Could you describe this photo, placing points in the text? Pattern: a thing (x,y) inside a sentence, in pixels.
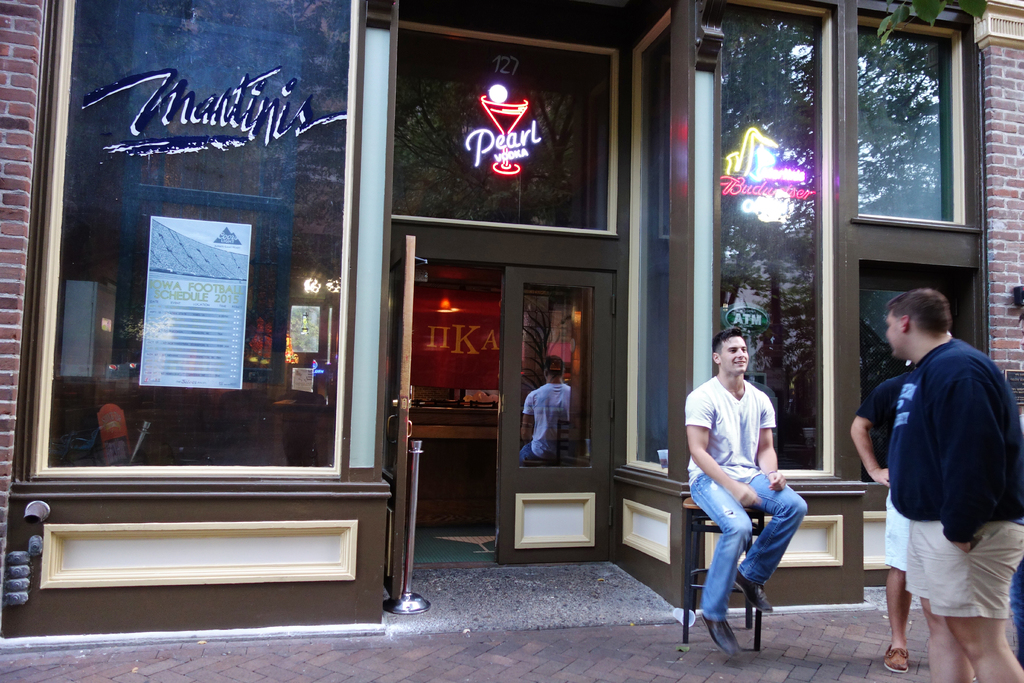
On the right side (987,462), there are two persons (987,462) in t-shirts (916,378) standing on the footpath (822,624), near a person (735,385) who is in white color t-shirt (727,449), sitting on a stool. Beside them, there is a building (994,185). Which is having glass windows (581,184) and hoardings (458,312). Inside the building (600,358), there are other objects (447,318).
